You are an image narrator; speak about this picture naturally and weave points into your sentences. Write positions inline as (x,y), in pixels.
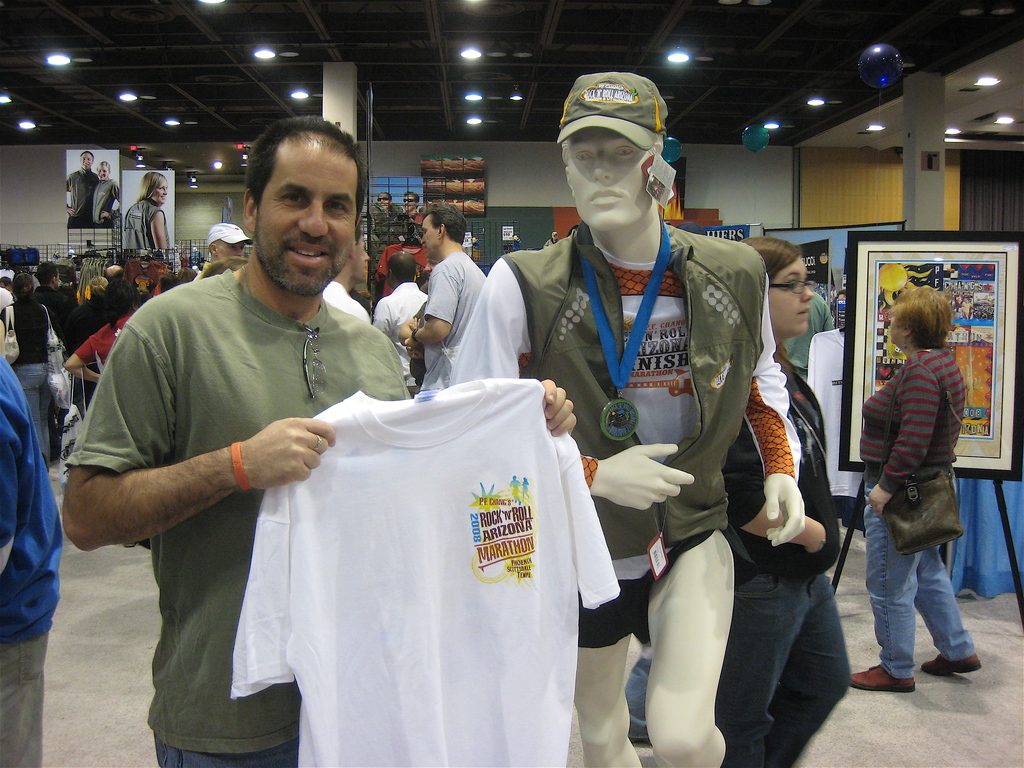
In this image we can see the mannequin (640,239) with a cap (608,80), clothes (671,238). We can also see a person (264,334) standing and holding the t shirt (432,527). In the background (984,299) we can see the people (925,369), frames (968,444), banners (819,255), pillars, wall (517,195) and also the ceiling (170,4) with the lights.
